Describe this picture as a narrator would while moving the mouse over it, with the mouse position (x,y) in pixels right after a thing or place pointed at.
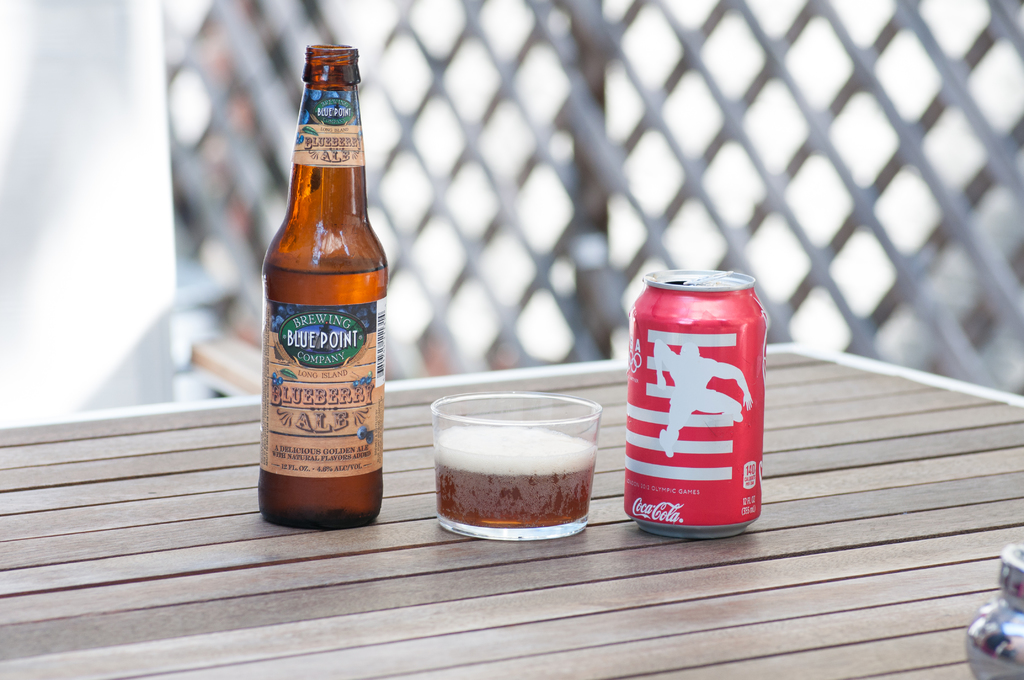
In the image we can see wooden table (550,595), on the table (767,578), we can see the bottle (318,347), can (727,390), glass (497,425) and in the glass (476,468) we can see the liquid (531,503). Here we can see the fence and the background is blurred.
